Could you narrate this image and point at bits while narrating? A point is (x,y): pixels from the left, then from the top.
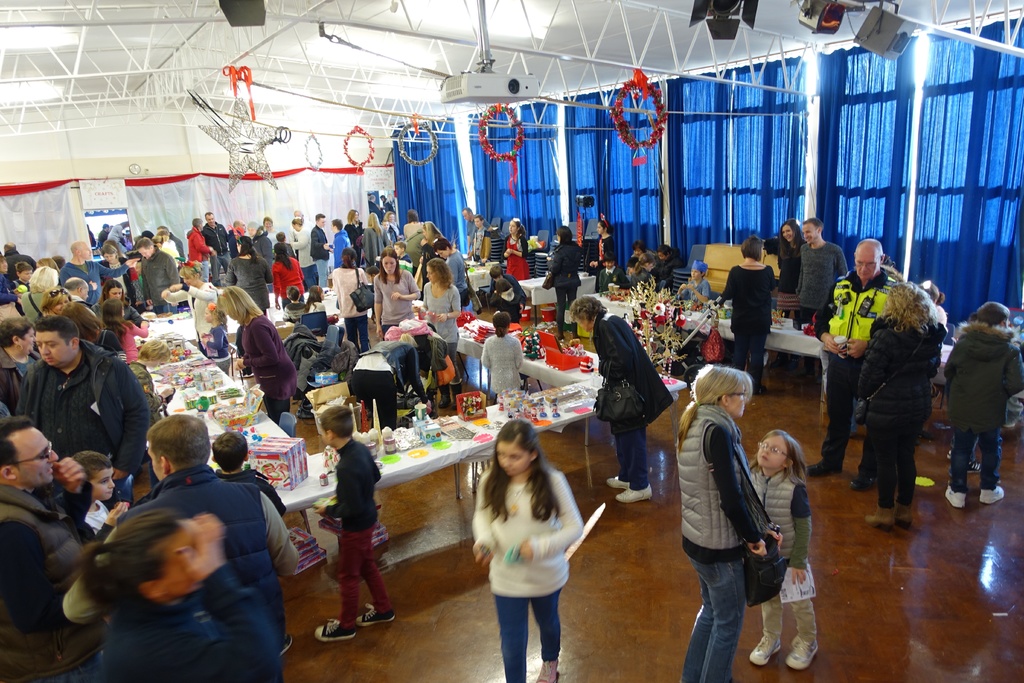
It is a store (415,447), a group of people (263,475) are walking and observing these things (473,414). At the top (468,87) it's a projector (488,91).
